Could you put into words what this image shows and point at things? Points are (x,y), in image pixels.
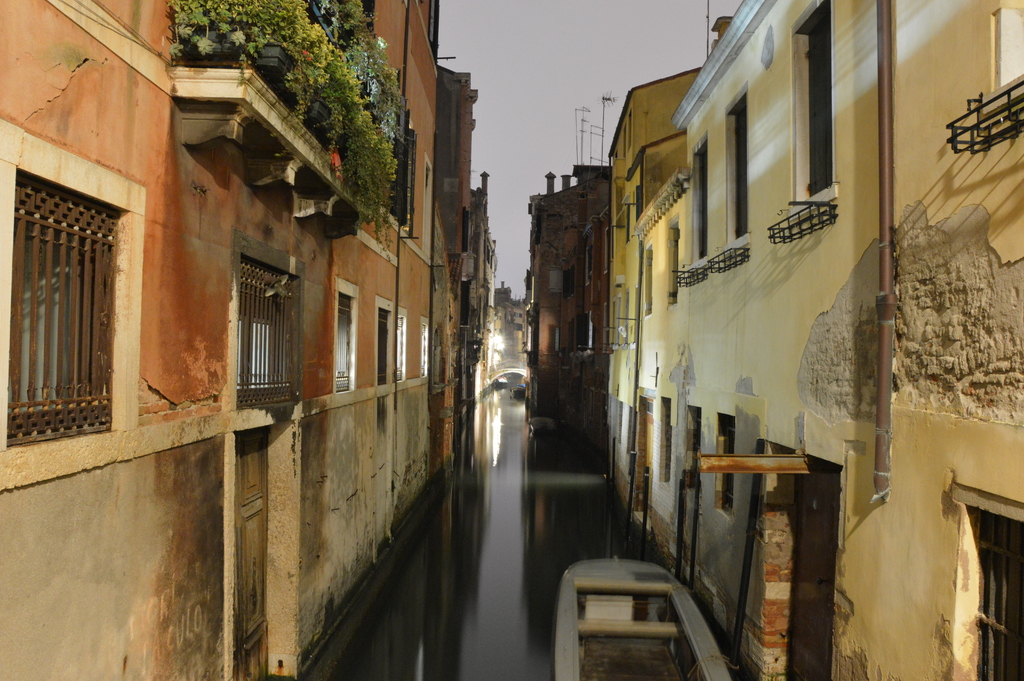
In this image I can see a buildings (303,406) and windows (262,344). I can see flower pots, pole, water (482,575), boat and wall (751,309). The sky (511,48) is in white color.
